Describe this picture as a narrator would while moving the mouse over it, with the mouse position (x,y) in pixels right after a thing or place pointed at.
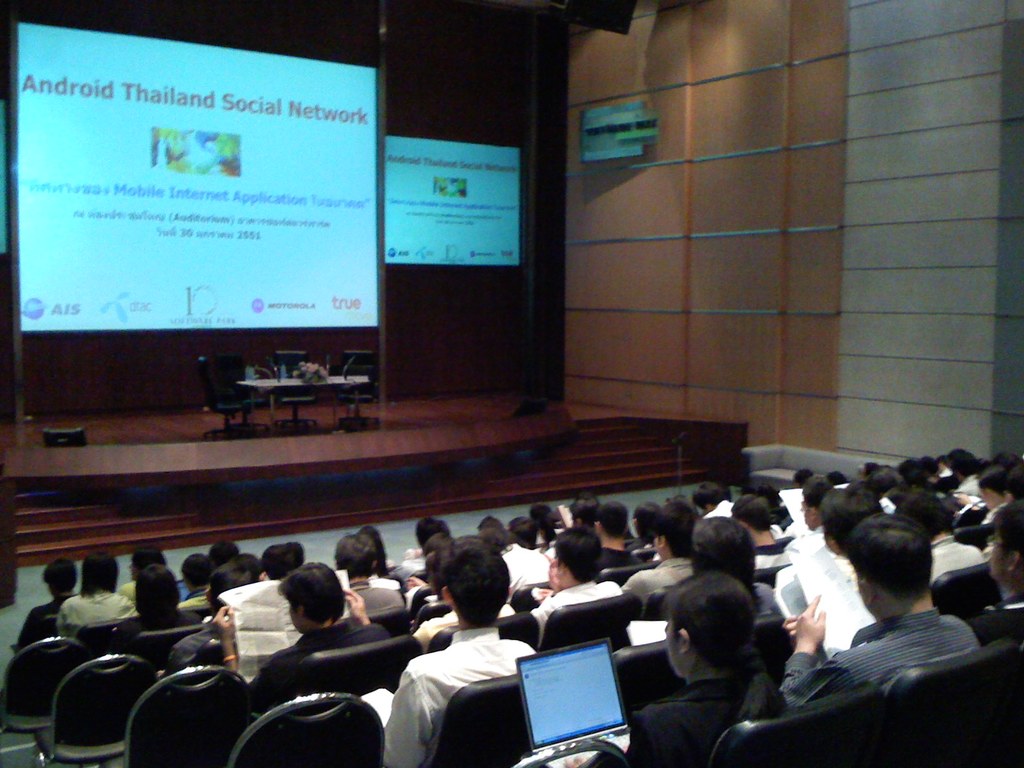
In this image there are a few people (690,745) sitting in chairs (493,716) are holding laptops (566,650) and papers (633,634) in their hands (352,606), in front of them on the stage (202,432) there are a few empty chairs (209,385), in front of the chairs (282,360) there is a table (269,381) with some objects (319,377) on it, behind the chairs (234,388) there are two screens (255,193) on the wall (456,133), on the right side of the image (814,180) there is a wall (822,173), in front of the stage (298,454) there are stairs (68,524).
